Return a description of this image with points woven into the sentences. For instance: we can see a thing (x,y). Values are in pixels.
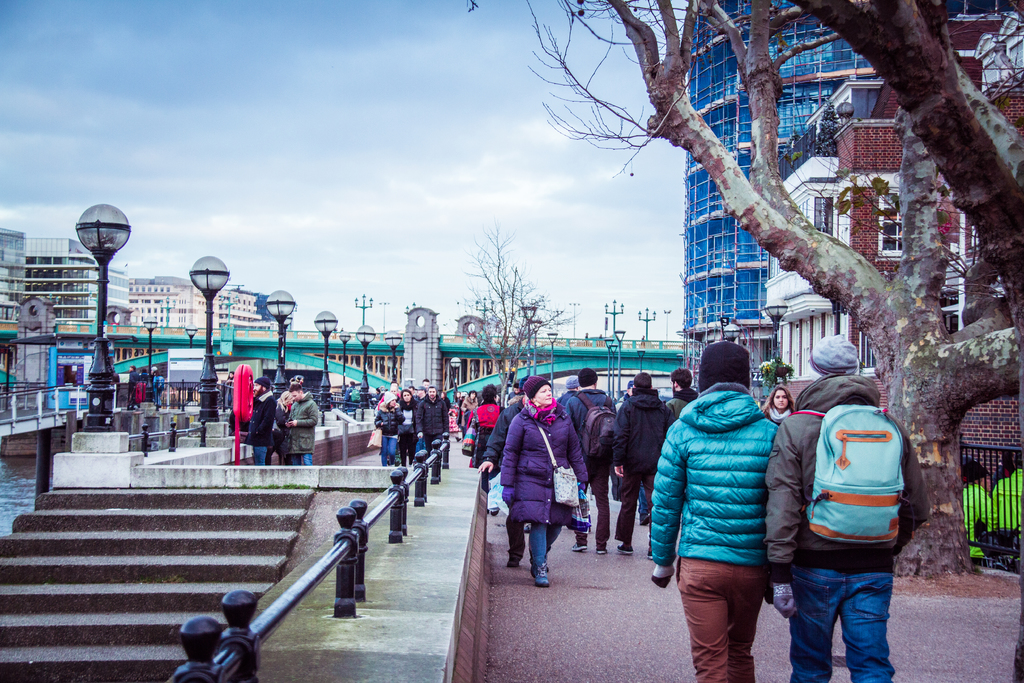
In the image few people (157,378) are walking on the road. Bottom left side of the image (178,502) there are steps (200,515) and fencing (405,504). Top of the image (280,100) there is a sky (432,128) and there are some clouds (448,209). Top right side of the image (1000,208) there is a tree (958,166) behind the tree (977,138) there are some buildings (844,124).
